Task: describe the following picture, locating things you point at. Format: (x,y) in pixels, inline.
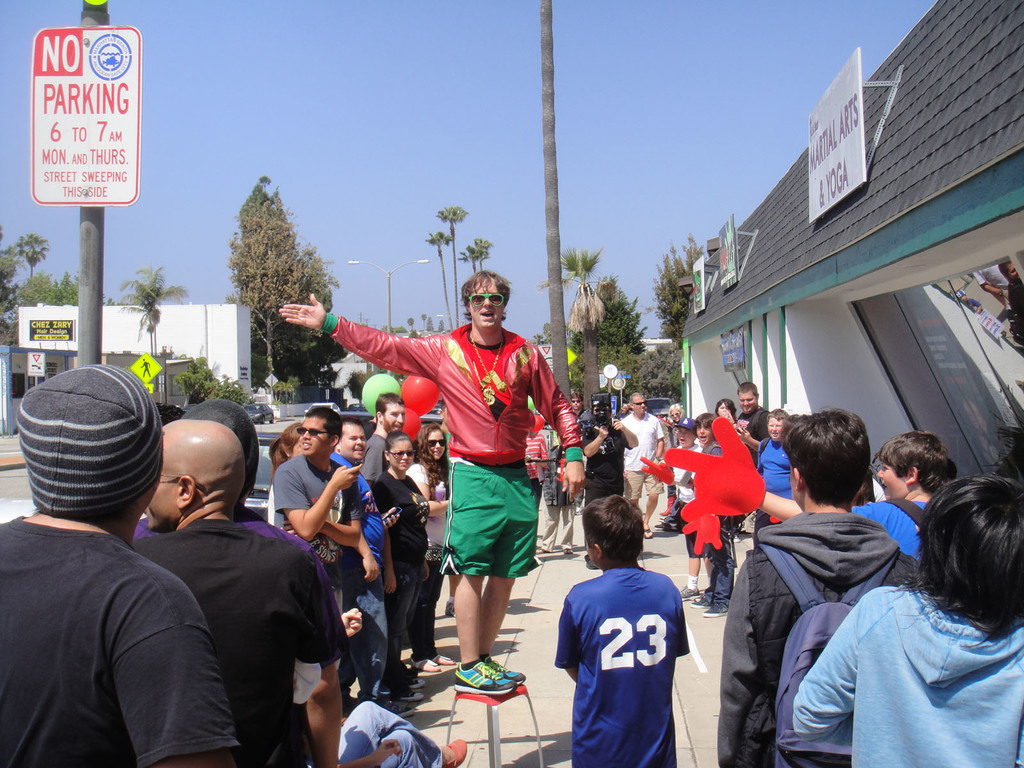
In this image we can see some group of persons (797,723) standing and there is a person (461,398) wearing red color shirt (499,376), green color short (494,529) standing on stool (480,697) in the middle of the image (475,505), there are some boards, poles (87,273) and houses (839,278) on left (177,353) and right side of the image (729,337) and in the background of the image (317,48) there are some trees (556,203) and clear sky (383,210).
